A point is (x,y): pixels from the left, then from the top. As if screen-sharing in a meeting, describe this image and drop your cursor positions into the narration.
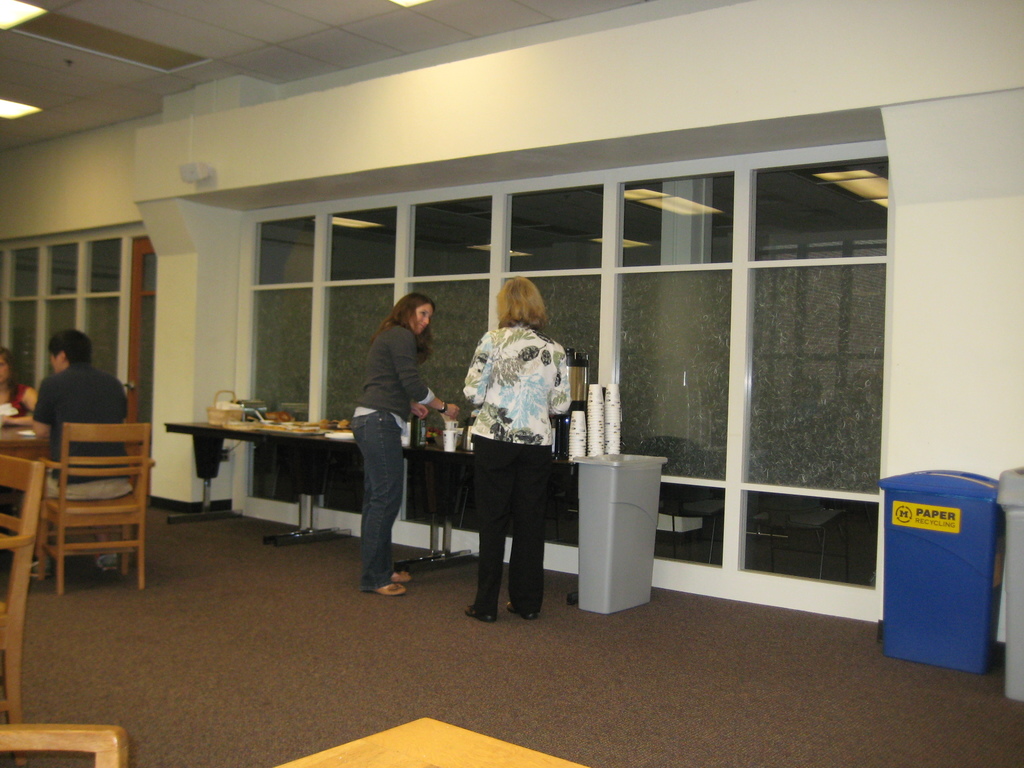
There are two women (491,501) standing. This is a table (330,437) with paper cups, basket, tray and some things (349,433) on it. This is a dustbin (904,583) which is blue in color. I can see two people (50,398) sitting on the chairs (67,442).
